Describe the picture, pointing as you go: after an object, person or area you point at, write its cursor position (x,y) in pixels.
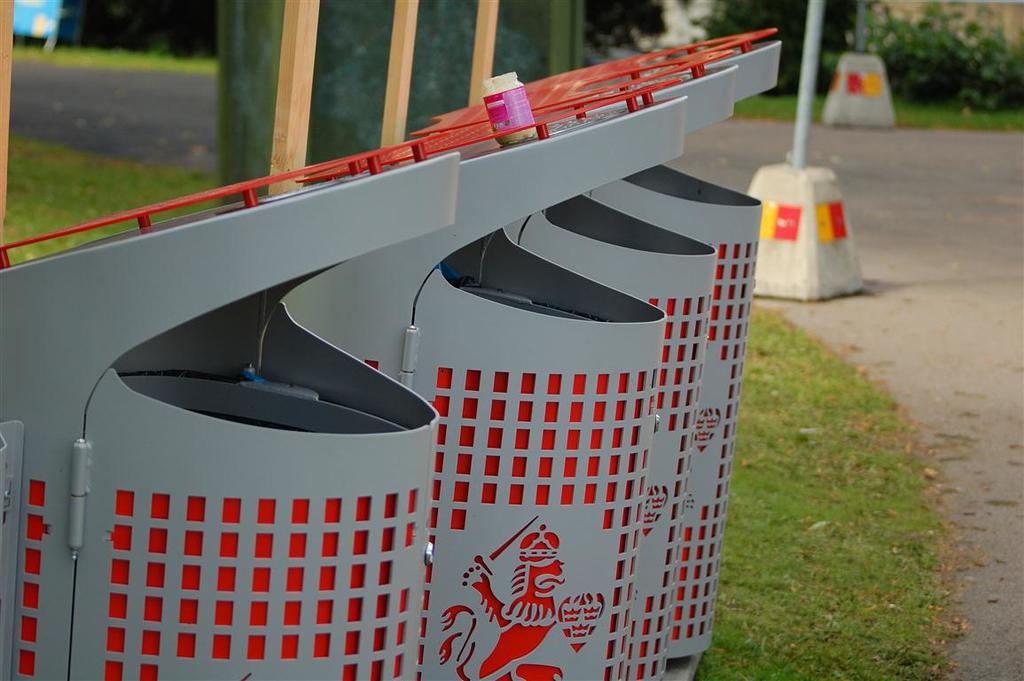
In this image on the left side (270,600) we can see bins (490,481) and there is a jar (513,114) on them. In the background (49,116) we can see grass (981,126) on the ground (750,148), road (926,149), plants (997,92) and poles (808,128) on the platforms (804,277).
